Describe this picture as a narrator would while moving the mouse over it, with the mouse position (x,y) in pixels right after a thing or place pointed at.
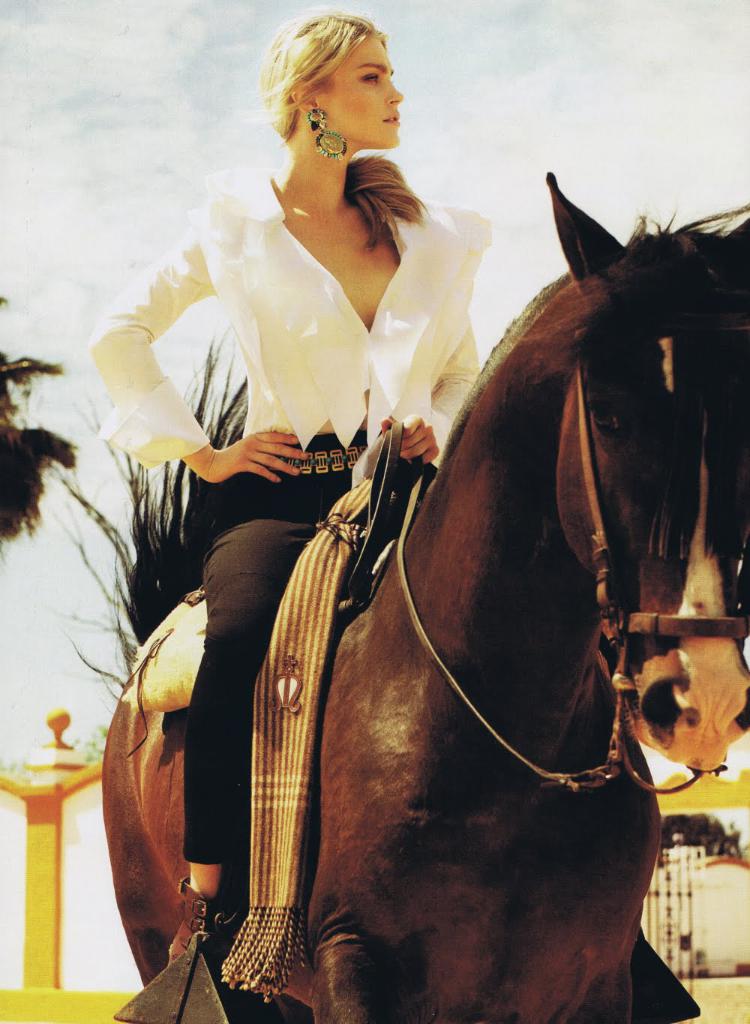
In the center (350,473) we can see woman (350,473) sitting on the horse (519,742). Back we can see sky (475,50) with clouds (626,140), trees (27,473) and some more objects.
